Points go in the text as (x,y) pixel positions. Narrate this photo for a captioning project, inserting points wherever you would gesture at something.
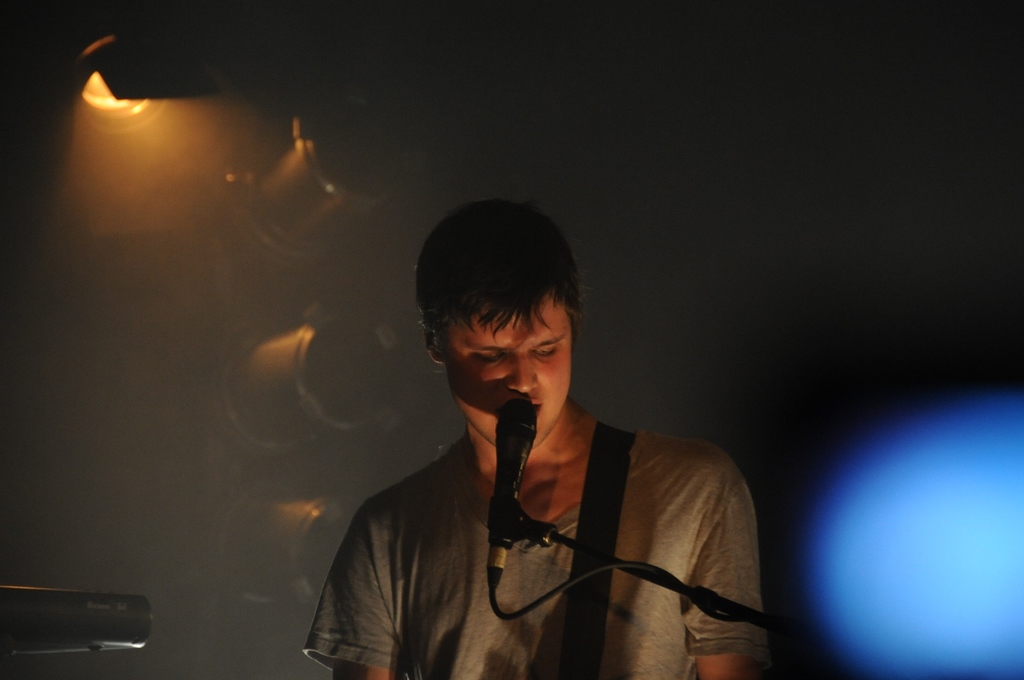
In this picture there is a man (474,387), in front of him we can see microphone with stand (604,562). In the background of the image (841,179) it is dark and we can see light (175,144). In the bottom left side of the image (108,642) we can see an object (122,636).
